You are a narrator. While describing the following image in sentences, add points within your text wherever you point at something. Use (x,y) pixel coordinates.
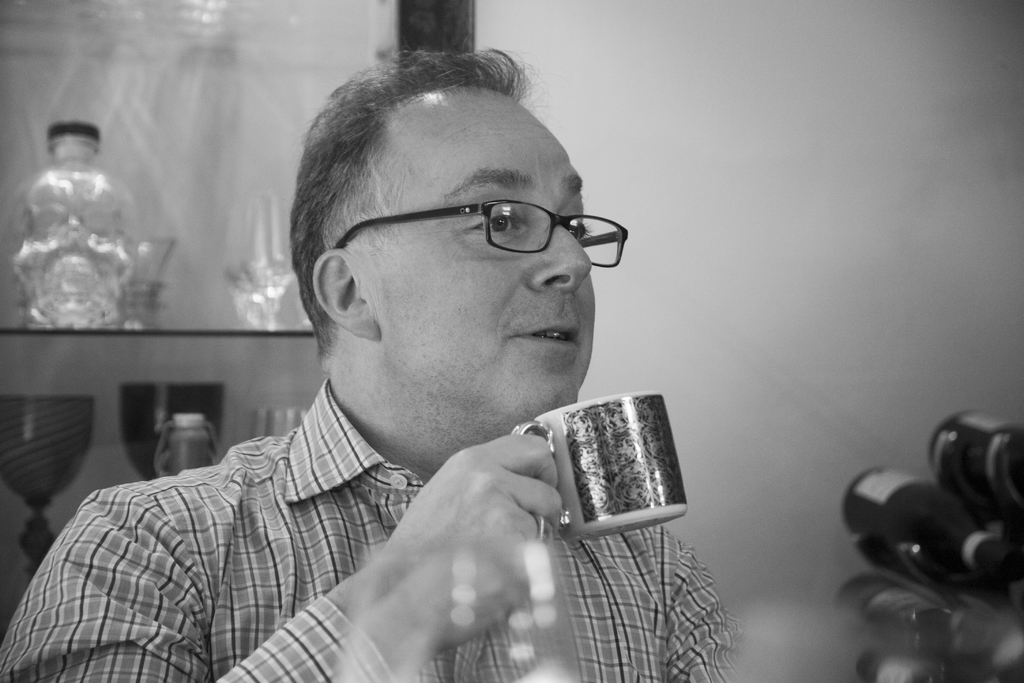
This is of a black and white image. I can see a man (356,539) holding a cup (638,494). He is wearing a shirt (292,510) and spectacles (596,223). At background (75,142) I can see a glass bottle (89,230) with a closed cap (66,127) which is placed inside the cupboard (210,320), and at the right corner of the image (920,499) I can see another object (965,496).
